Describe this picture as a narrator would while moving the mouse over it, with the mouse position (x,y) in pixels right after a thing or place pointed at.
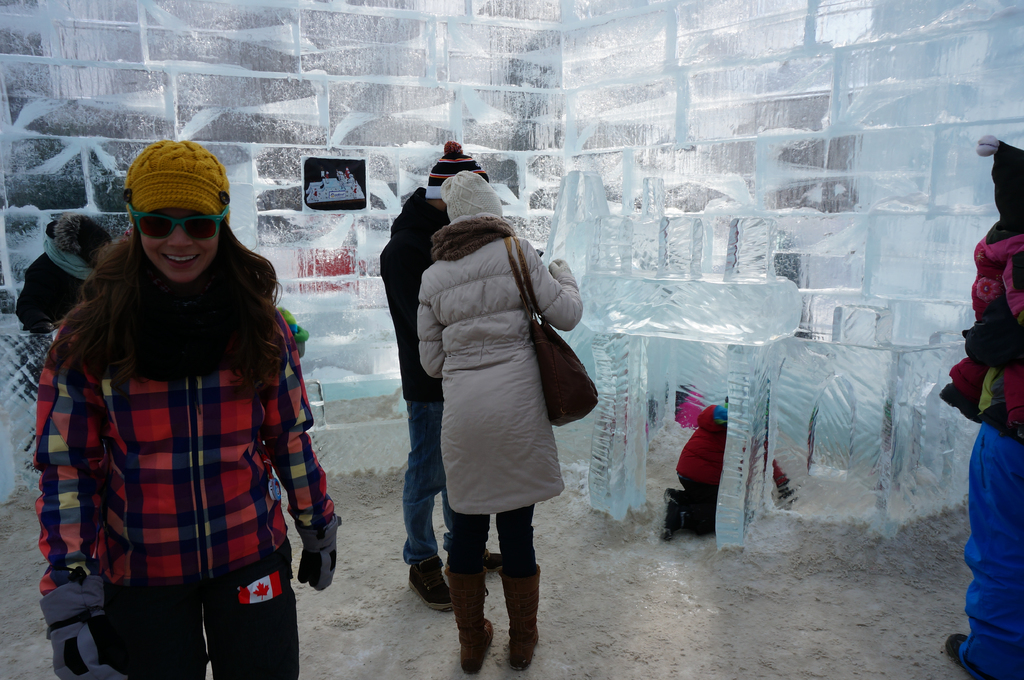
Inside an ice room (303,294), there are few people (473,331) visiting the construction (637,192) and a kid (709,412) is playing inside the small ice room (669,376) and all the people (490,272) are wearing jackets (203,382).
